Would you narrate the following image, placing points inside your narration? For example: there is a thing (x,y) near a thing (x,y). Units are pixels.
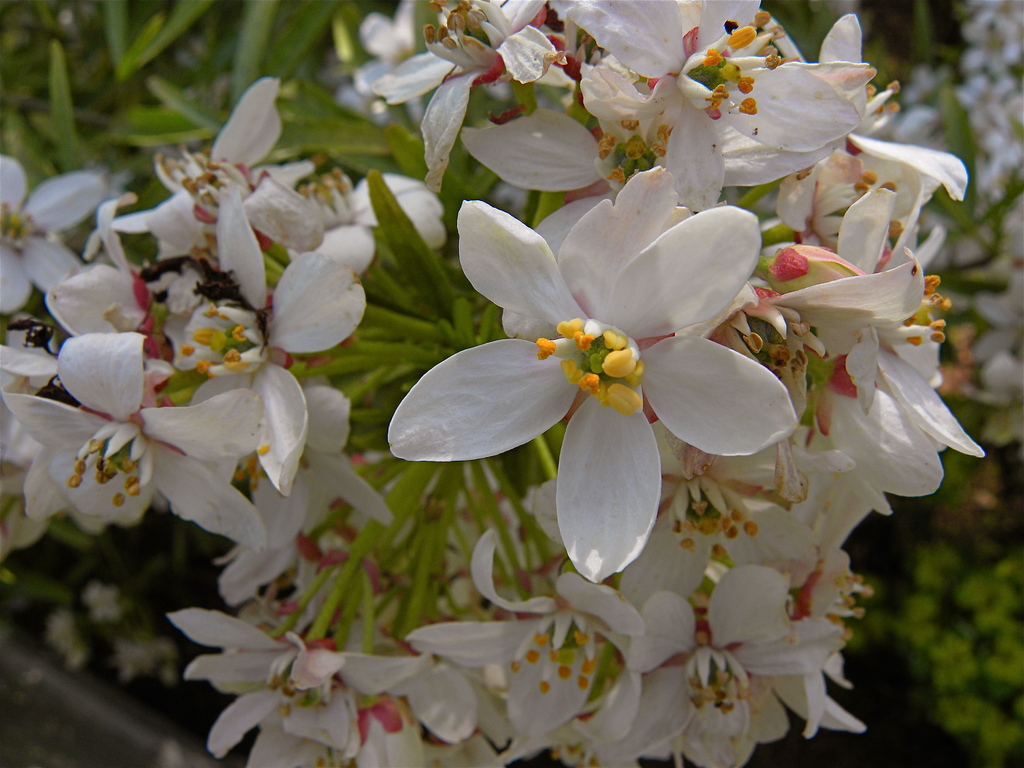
In this picture, we see the plants (409,410) which have flowers (73,370) and the buds (800,250). These flowers (752,212) are in white and pink color. In the background (161,53), we see the plants (908,609). This picture is blurred in the background (947,647).
